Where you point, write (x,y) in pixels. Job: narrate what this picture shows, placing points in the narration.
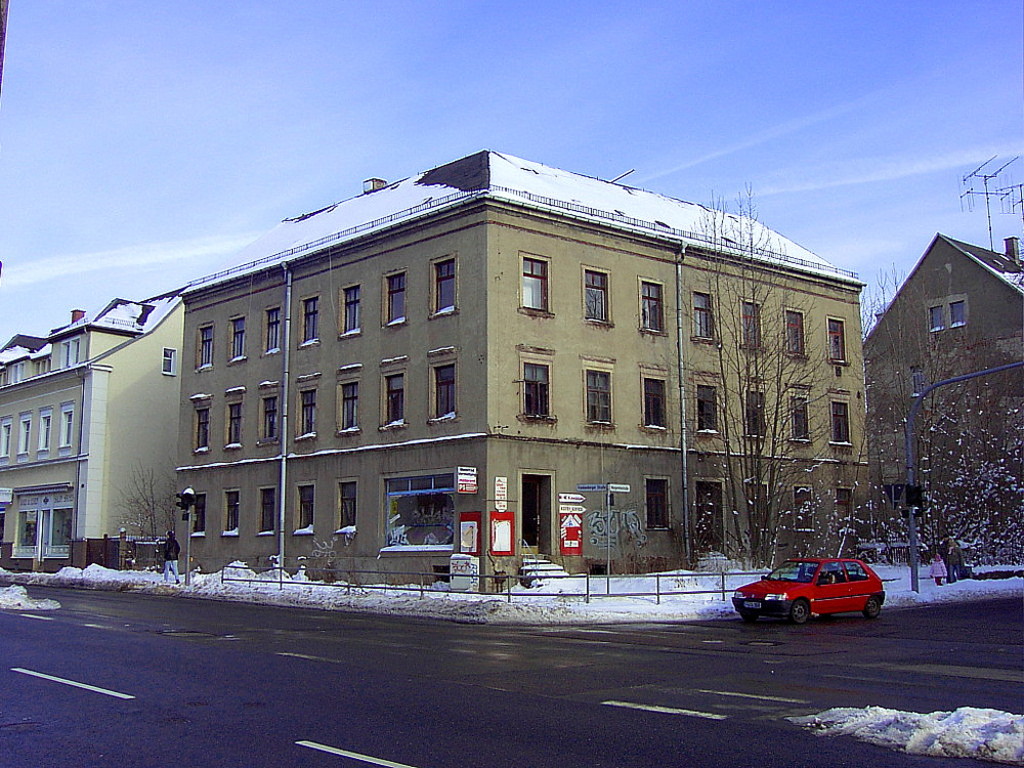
In this image in the middle (486,425) there are buildings (583,449), trees (897,537), windows (347,314), staircase (556,560), posters (565,550), ice (557,565). At the bottom (826,589) there is a car (807,592), railing (573,597), ice (696,572) and road (514,669). On the left (168,549) there is a person (174,568) walking. At the top (882,141) there are sky (861,173) and clouds (914,170).
